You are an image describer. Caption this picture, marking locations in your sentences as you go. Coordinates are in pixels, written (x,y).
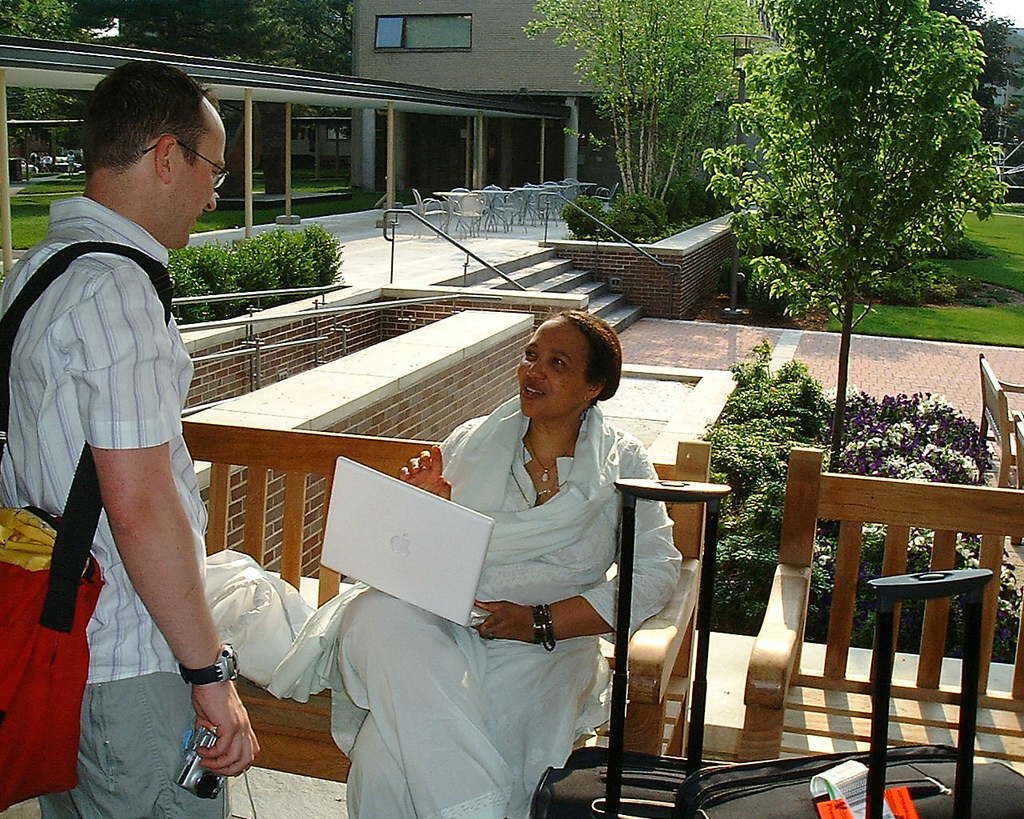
In this picture we can see a man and woman (557,495), she is seated on the bench (648,669) and she is holding a laptop (428,535), in front of her we can see baggage (884,712), in the background (749,390) we can find few plants (751,377), chairs (501,207), tables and buildings (592,117), and also we can see trees (796,94).
